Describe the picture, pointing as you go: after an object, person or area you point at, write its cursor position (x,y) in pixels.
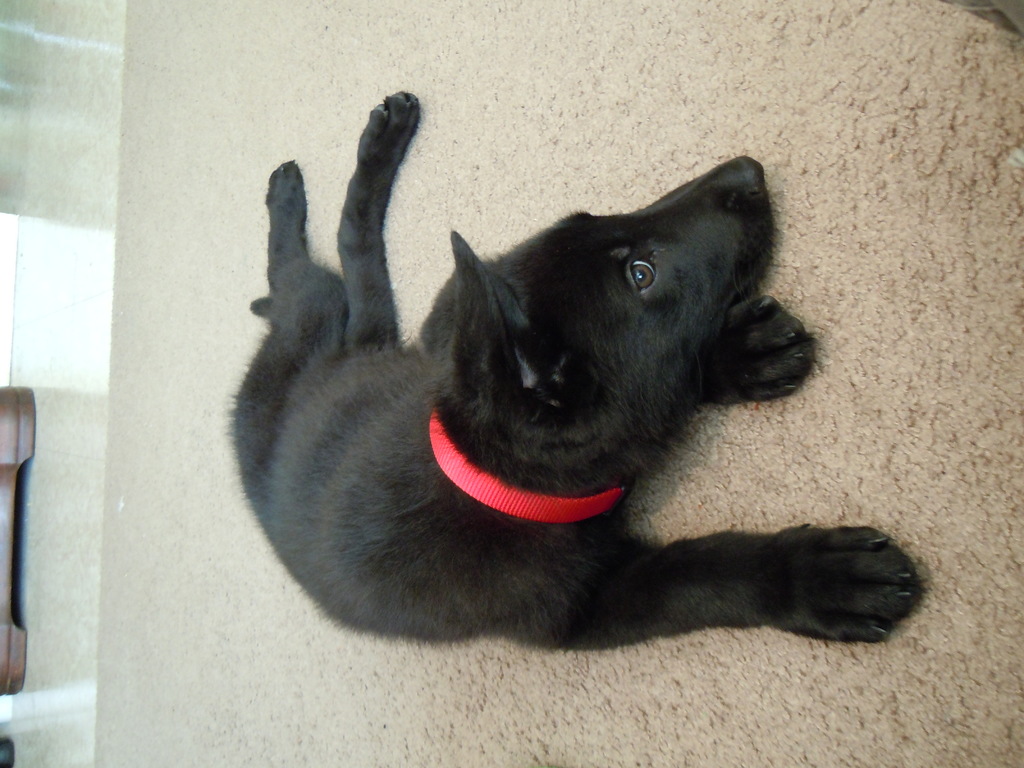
In this image, we can see a black dog (596,427) on the floor (920,416).
